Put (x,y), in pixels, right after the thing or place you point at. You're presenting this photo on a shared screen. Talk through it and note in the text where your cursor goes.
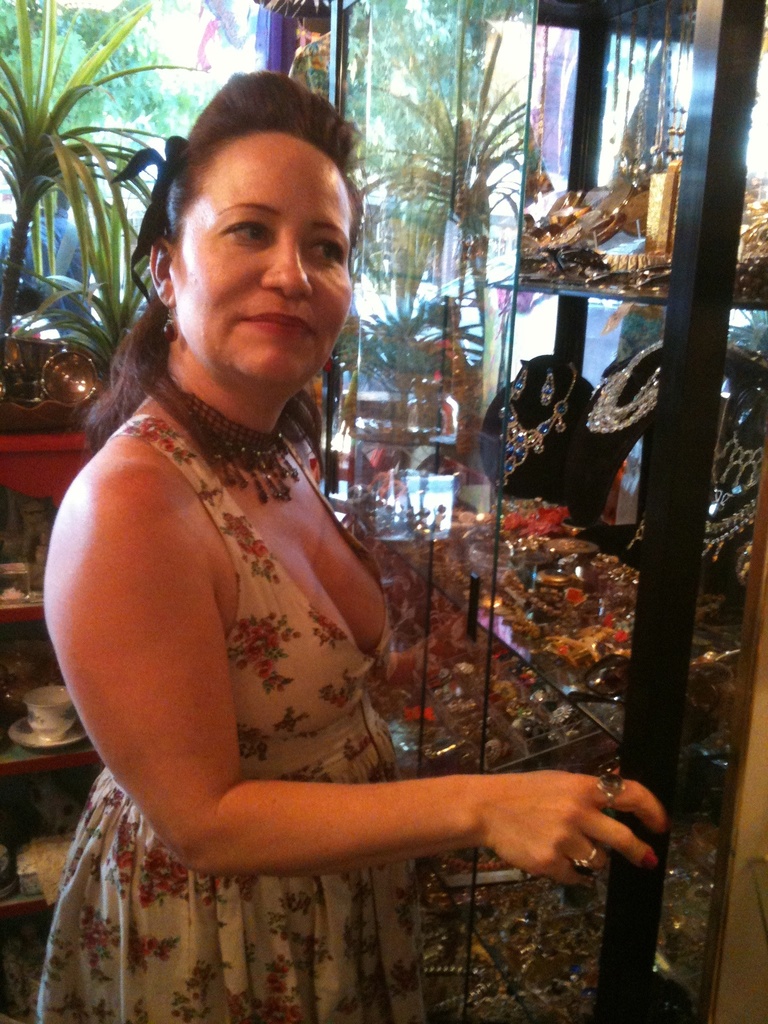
This is a picture of a lady (326,657), we can see so many objects (589,490) like necklace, cup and many other, in the background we can see a person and a few trees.
